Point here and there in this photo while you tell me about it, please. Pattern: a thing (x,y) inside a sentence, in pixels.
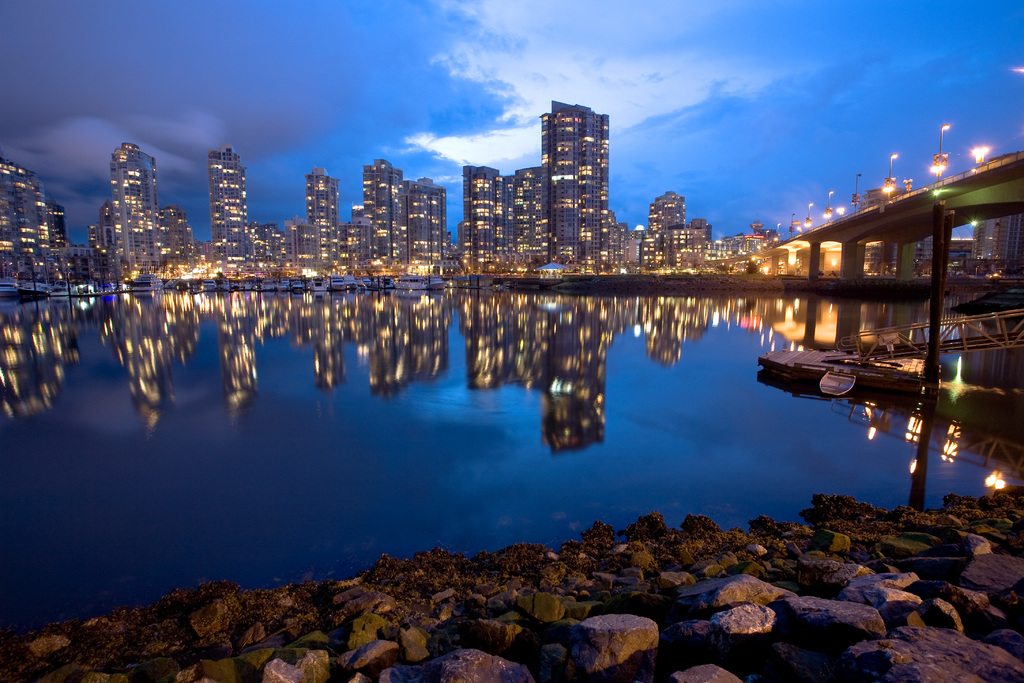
In this image in front (599,644) there are rocks (654,617). In the center of the image (391,303) there are ships (400,287) in the water (399,347). On the right side of the image (852,266) there is a bridge (860,270). In the background of the image (571,245) there are buildings (520,243), lights (832,259) and sky (489,52).
